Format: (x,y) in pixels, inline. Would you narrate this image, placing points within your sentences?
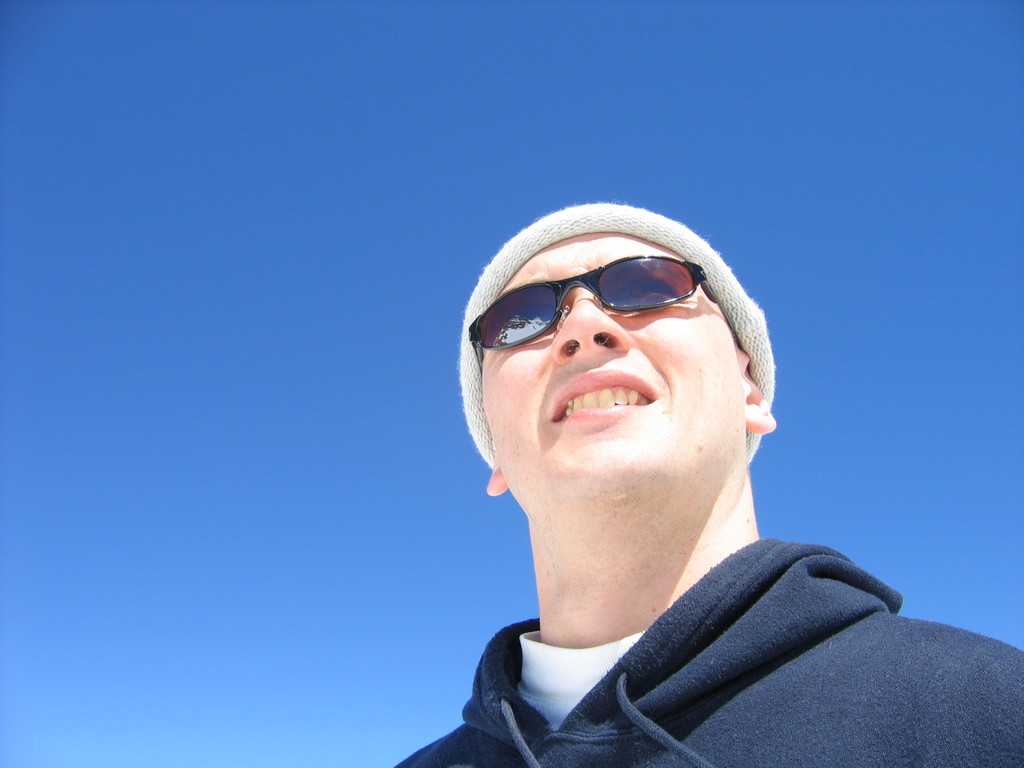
In the bottom right corner of the image (936,630) a man (635,288) is standing and smiling. Behind him there is sky (367,73).
